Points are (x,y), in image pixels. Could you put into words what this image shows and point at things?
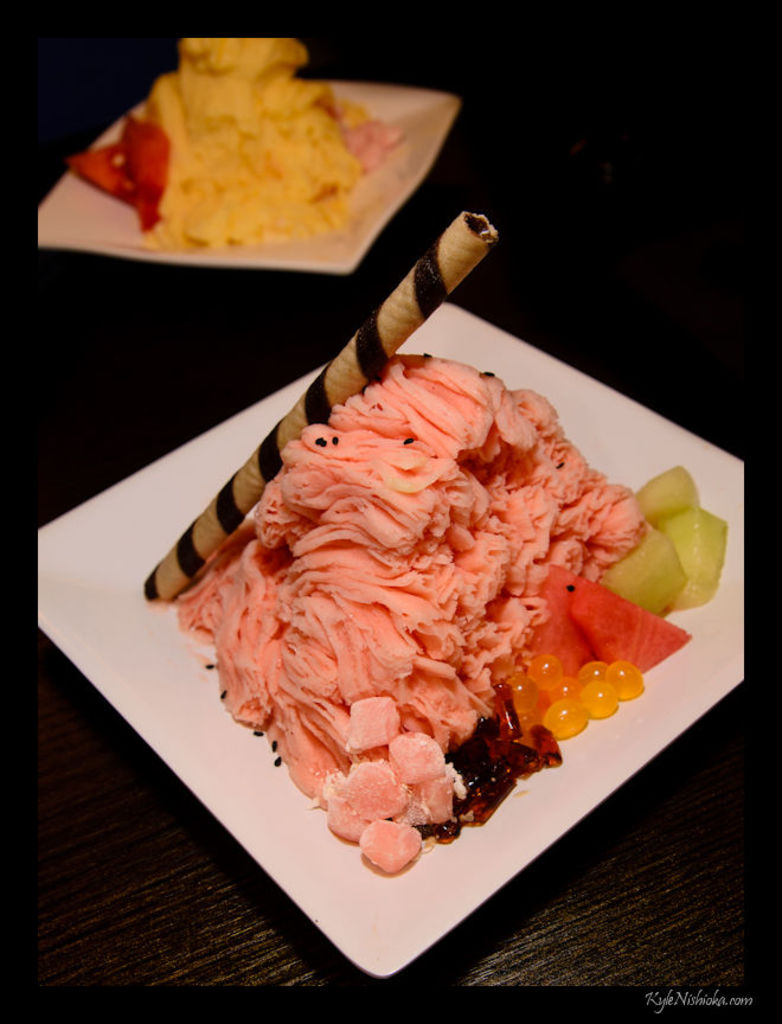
In this picture we can see food (401,441) in the plates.
